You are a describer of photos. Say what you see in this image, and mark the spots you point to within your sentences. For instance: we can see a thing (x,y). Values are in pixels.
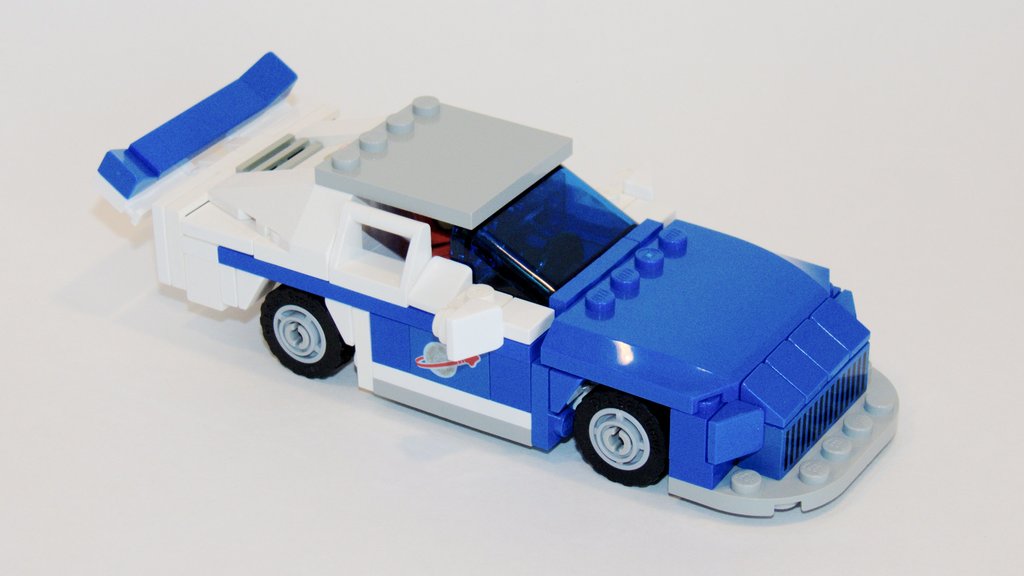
In this image I can see a blue and white colour toy car (356,355) on the white colour surface (258,339).
